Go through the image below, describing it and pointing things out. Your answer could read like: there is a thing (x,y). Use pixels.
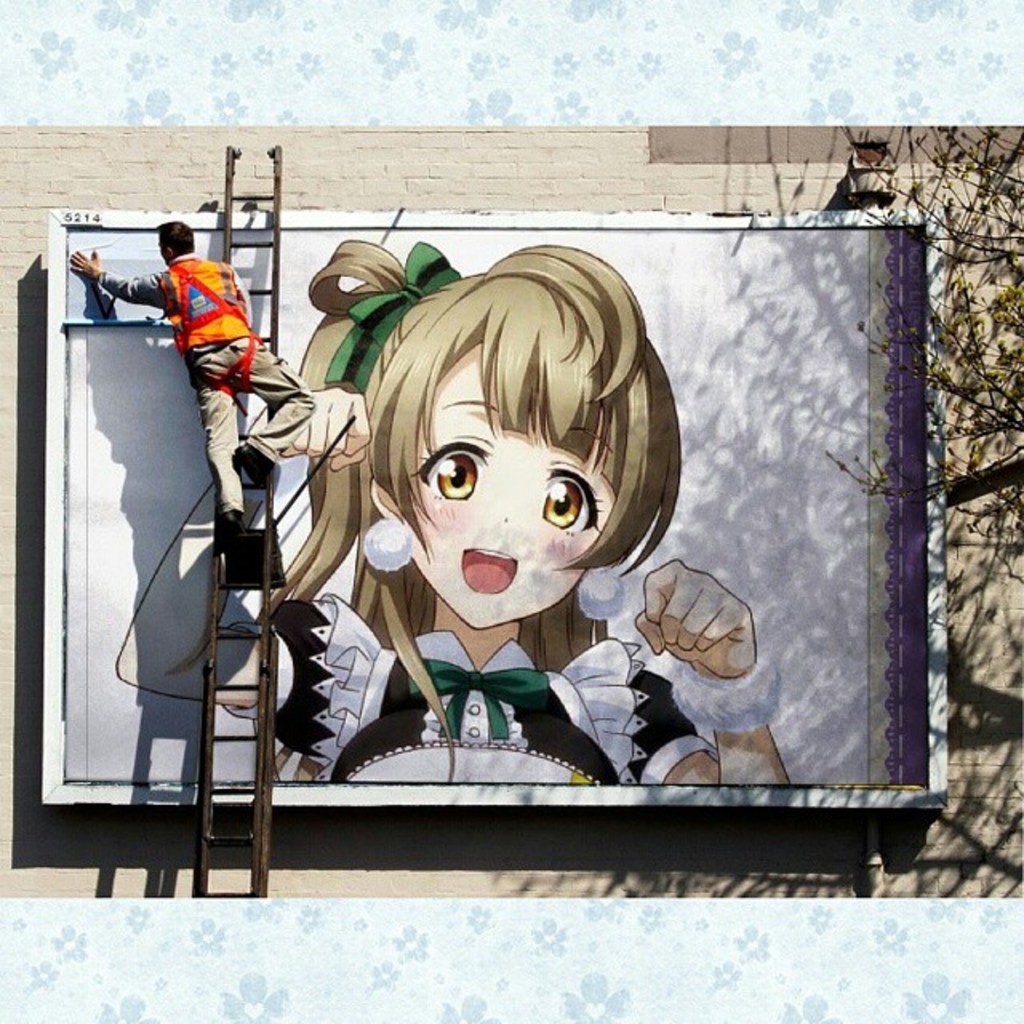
On the left side (258,393) a man (276,390) is pasting a poster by standing on the ladder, on the right side (726,623) it is an art (500,492) of a girl (540,570).
